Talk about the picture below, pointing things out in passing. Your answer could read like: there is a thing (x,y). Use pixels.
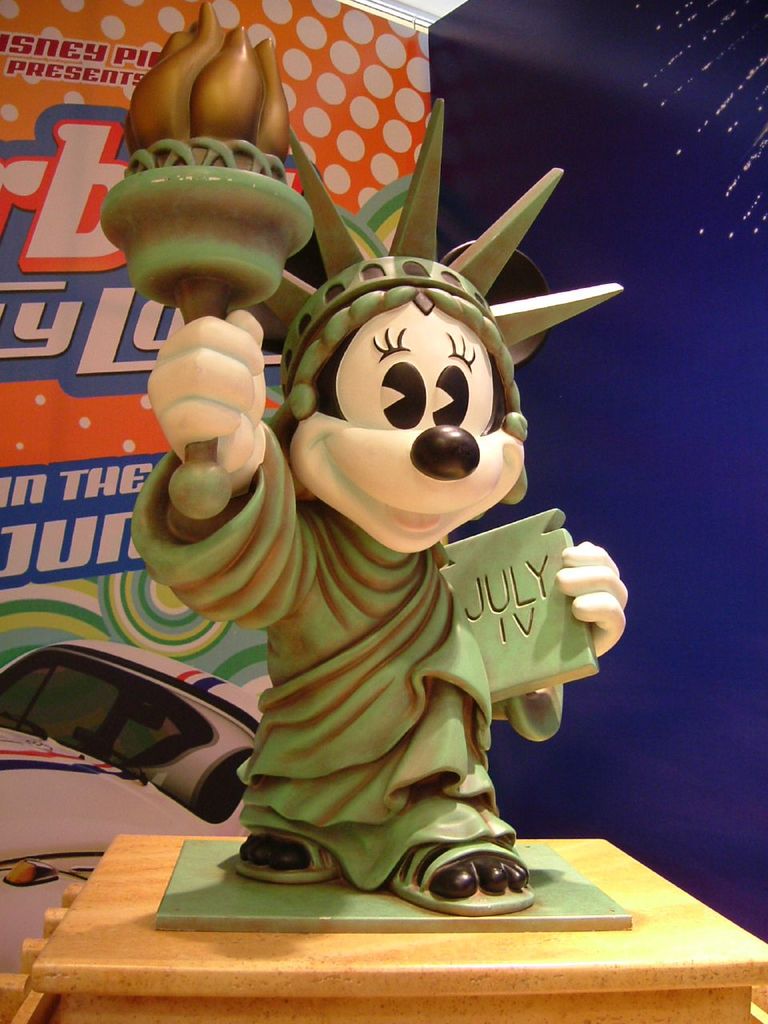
In the foreground of this image (296,663), there is a sculpture (380,875) on a wooden surface (486,976). In the background (131,593), it seems like a banner wall (625,74).
